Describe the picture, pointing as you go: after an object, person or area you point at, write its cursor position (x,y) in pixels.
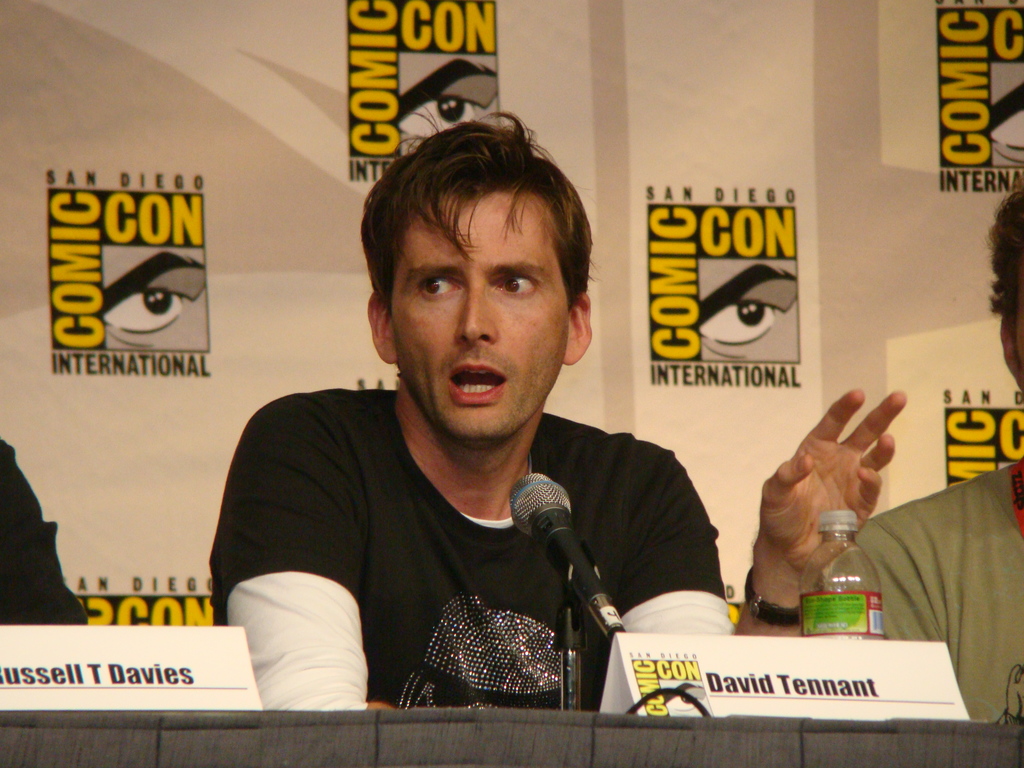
A man (513,353) is sitting on the chair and talking on the microphone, in-front of him there is a water bottle (852,573) behind him there is a banner (242,348), there are 2 persons (50,599) beside him.
